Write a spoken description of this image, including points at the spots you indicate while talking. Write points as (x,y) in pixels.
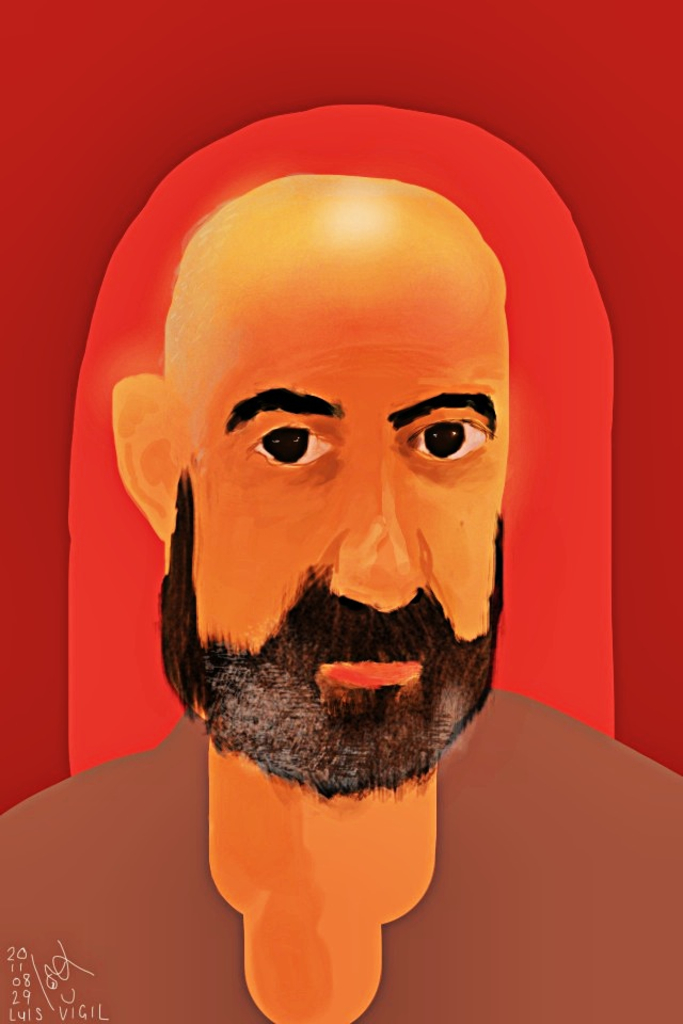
This picture shows a painting (571,338) of a man (155,851) and we see some numbers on the left corner (17,958).
